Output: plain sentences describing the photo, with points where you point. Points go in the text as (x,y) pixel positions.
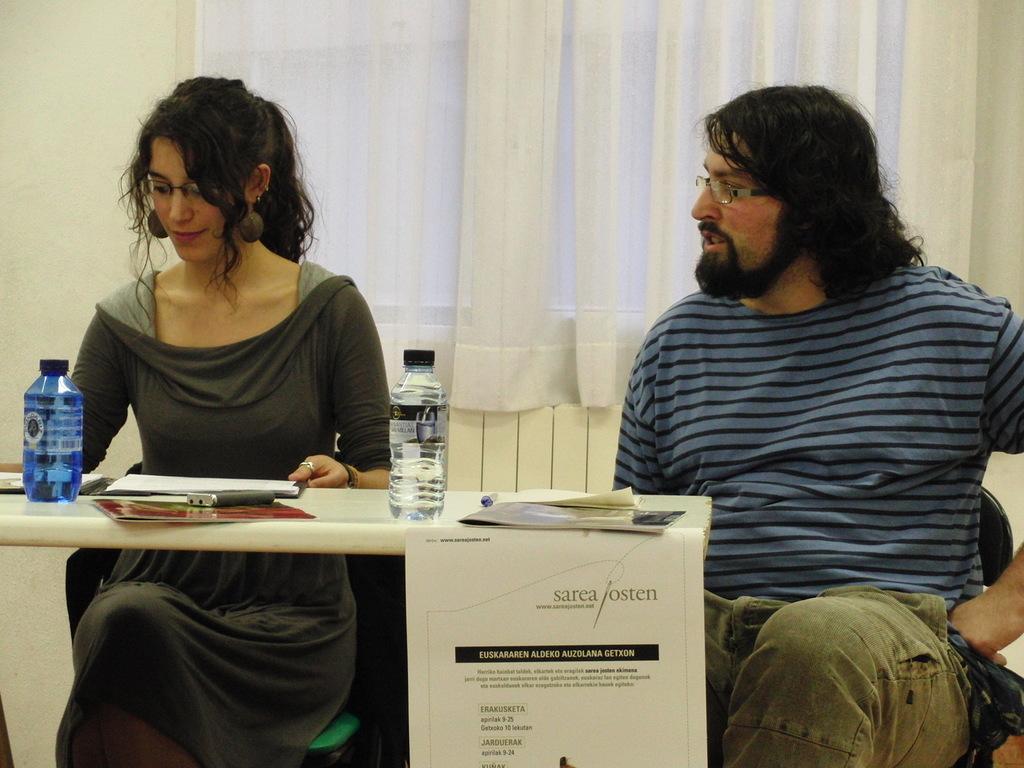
The two persons (207,416) are sitting on a chairs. There is a table (321,511). There is a bottle (415,472), paper (230,483) and pen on a table (321,546). We can see in background (529,96) curtain (427,175) and window (540,167).
